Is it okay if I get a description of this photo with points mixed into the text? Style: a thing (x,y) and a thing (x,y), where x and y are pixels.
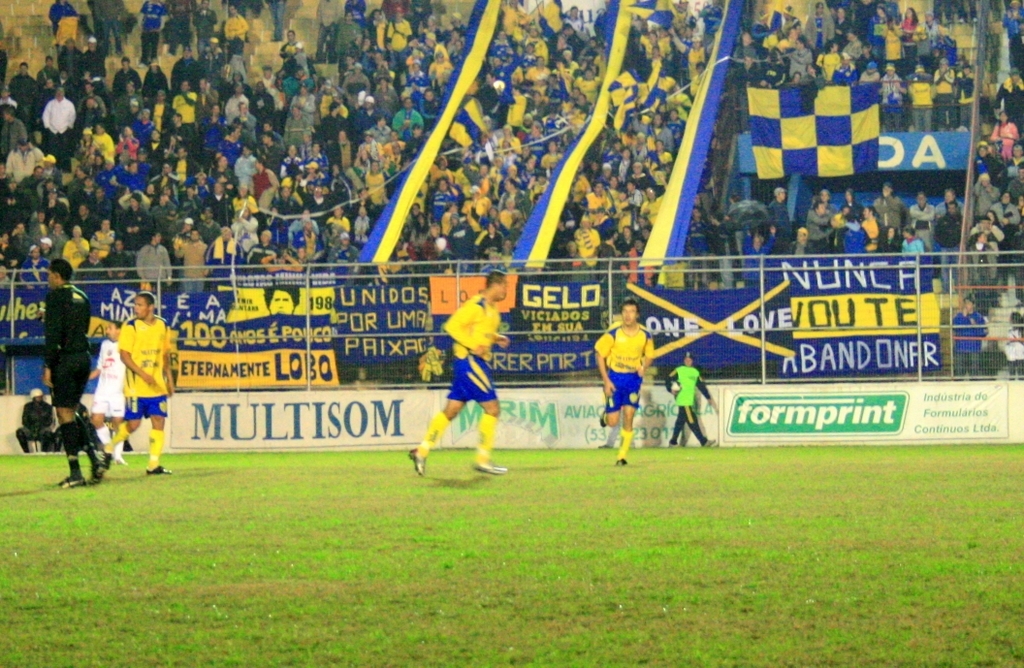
In this image in the front (449,580) there's grass (504,585) on the ground (499,593). In the center (621,399) there are persons (492,425) standing and sitting and running. In the background (422,400) there is a board (418,409) and there are banners (424,322) with some text (643,407) written on it and there are persons (282,137) and flags (805,150).
